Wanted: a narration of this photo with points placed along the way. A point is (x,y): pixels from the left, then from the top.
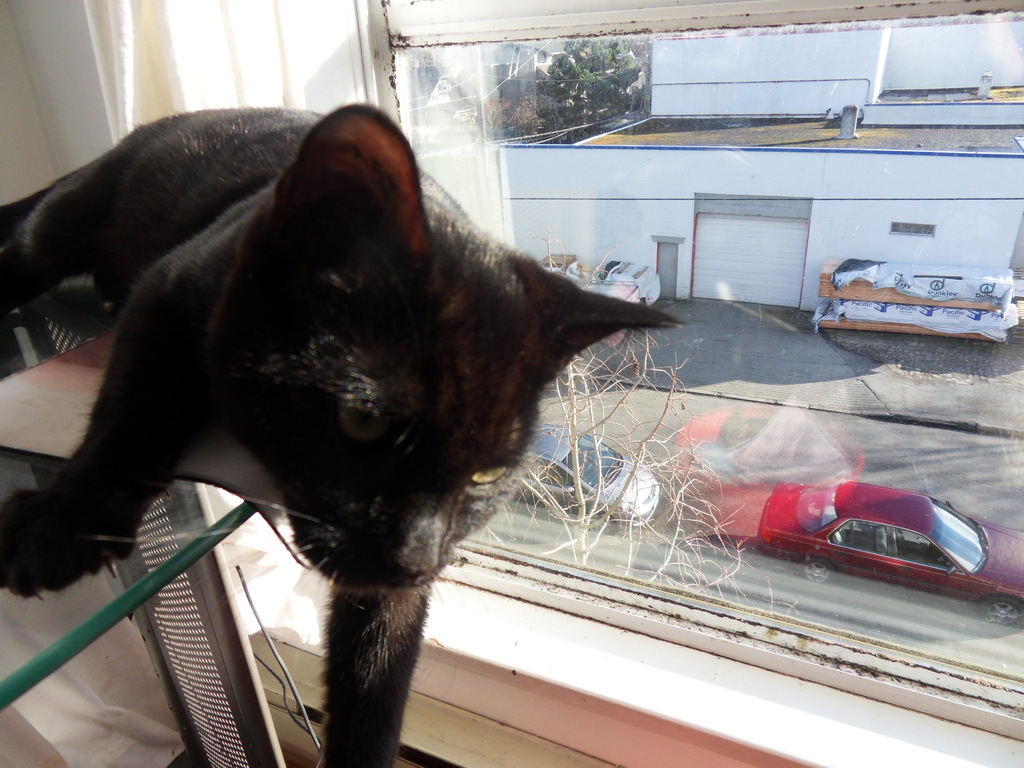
In this image we can see a cat (286,291) is lying on the glass surface (64,605), behind one window (728,320) is there and white color curtain (178,56) is there. Behind the window (904,183) we can see road (851,419), building (818,231), some wooden thing (869,303) and cars (832,515).
